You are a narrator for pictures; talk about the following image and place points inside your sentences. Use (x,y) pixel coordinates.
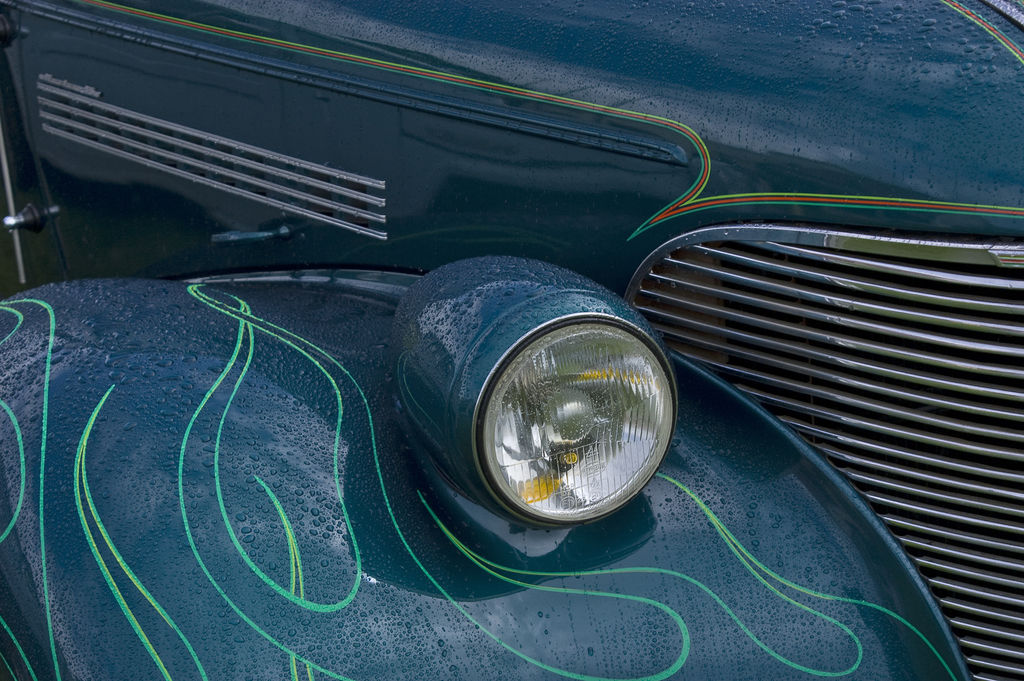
In this image we can see a headlight (523,441) of a car (551,472).
